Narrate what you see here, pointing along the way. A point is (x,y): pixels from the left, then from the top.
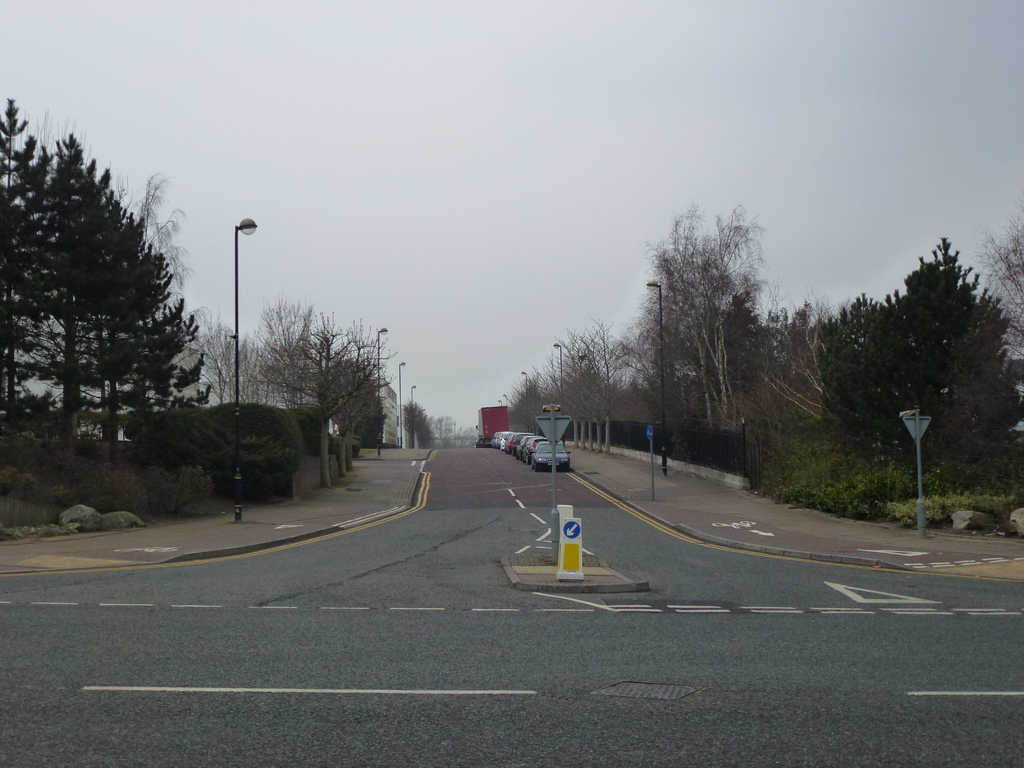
In this image we can see trees (902,319), here are the cars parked on the road (477,475), here is the pole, here is the light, at above here is the sky (581,128).
